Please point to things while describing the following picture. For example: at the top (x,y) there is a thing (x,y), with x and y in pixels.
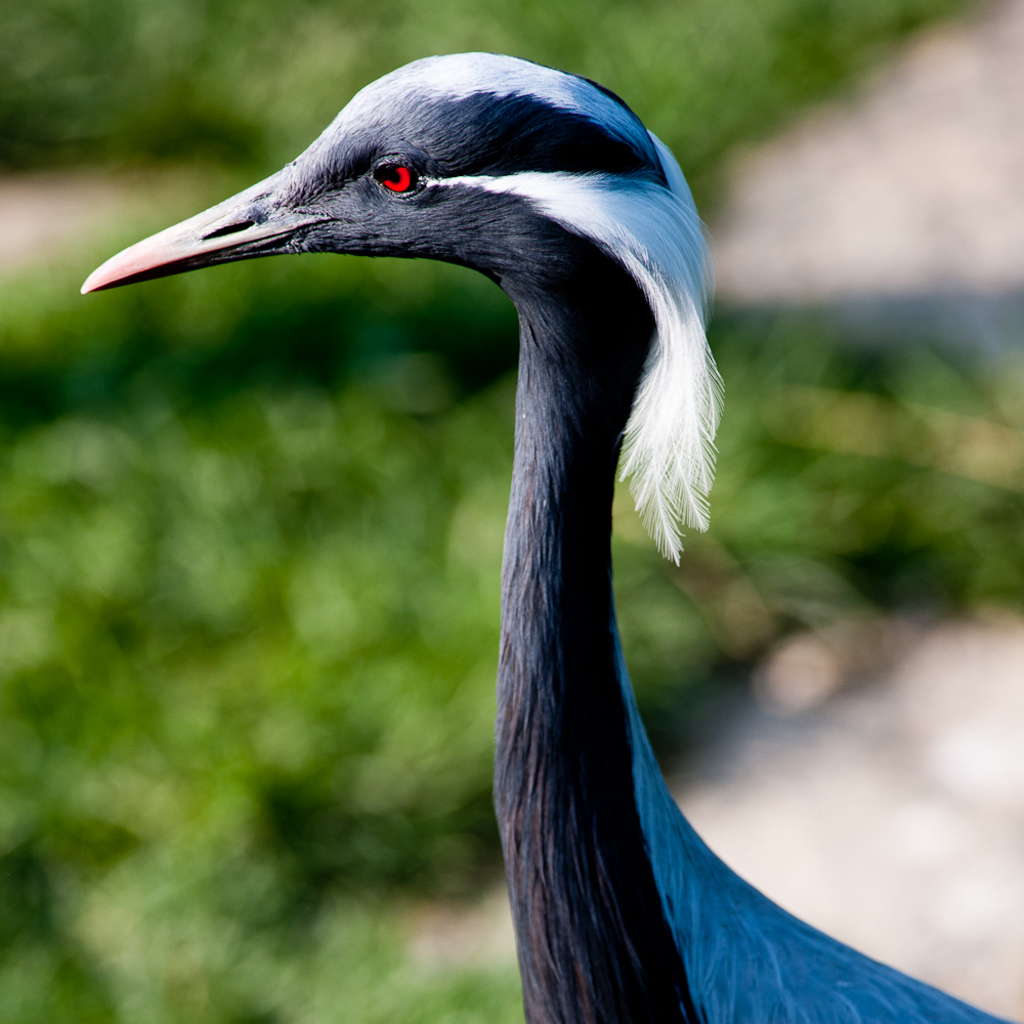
In this image we can see a bird (638,886). Behind the bird (597,836) we can see greenery (395,483).
